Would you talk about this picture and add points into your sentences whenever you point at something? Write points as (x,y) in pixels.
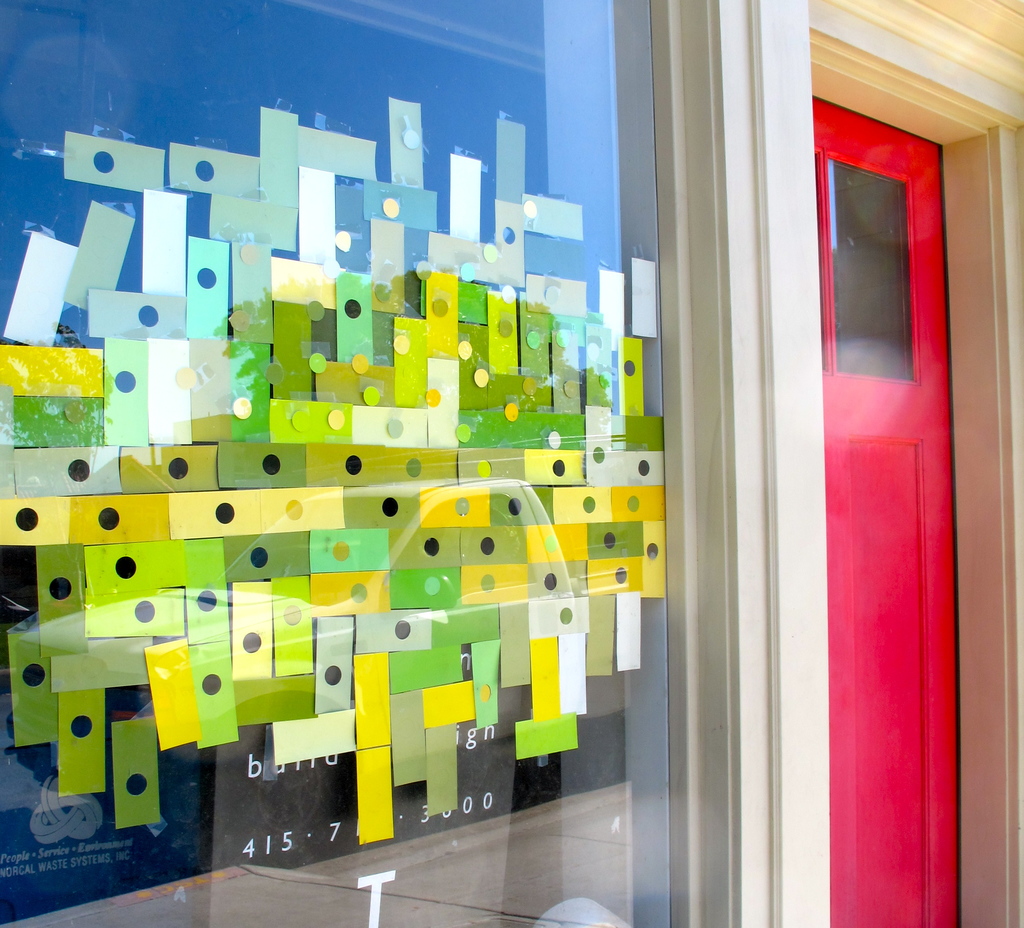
In this image there is a wall (676,747) and we can see a board (401,581). On the right (894,614) there is a door (906,620).
